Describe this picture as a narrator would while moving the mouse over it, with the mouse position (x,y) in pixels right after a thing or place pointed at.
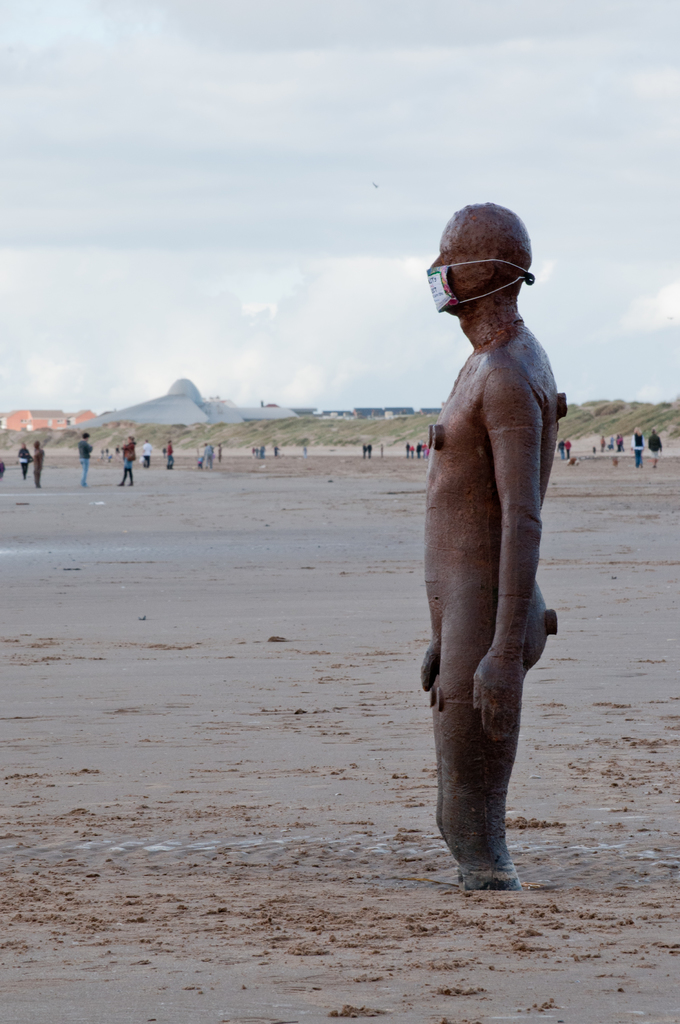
This is an outside view. On the right side of this image (478,506) I can see a statue (488,584) of a person (487,450) placed on the ground (416,849). It is facing towards the left side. In the background (171,447) there are few people (128,448) and I can see few houses (51,420). At the top of the image (282,163) I can see the sky (192,152).
